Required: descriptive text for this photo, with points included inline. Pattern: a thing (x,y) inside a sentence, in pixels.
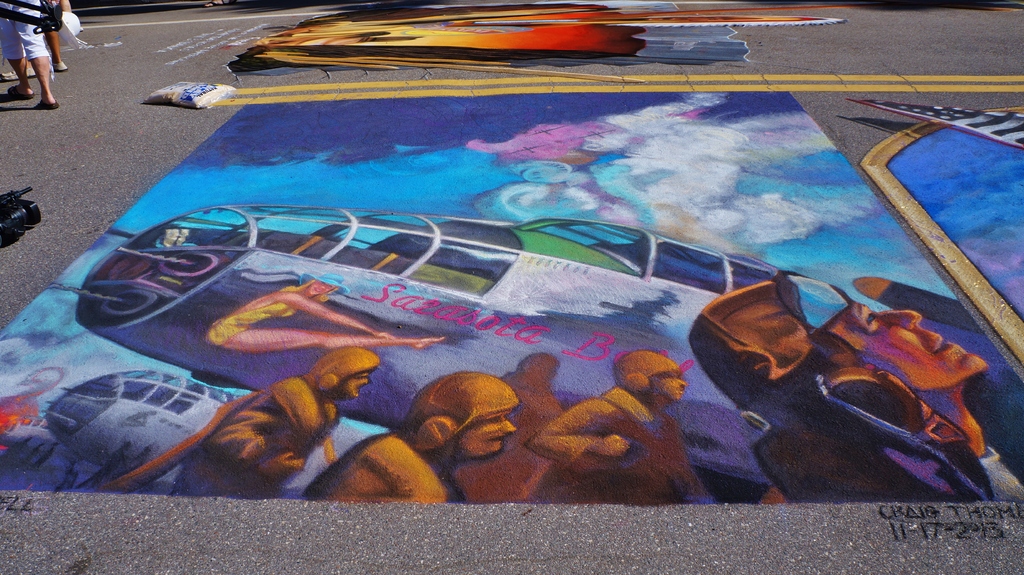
In this image we can see a piece of art (377,152) on the road (819,70).
